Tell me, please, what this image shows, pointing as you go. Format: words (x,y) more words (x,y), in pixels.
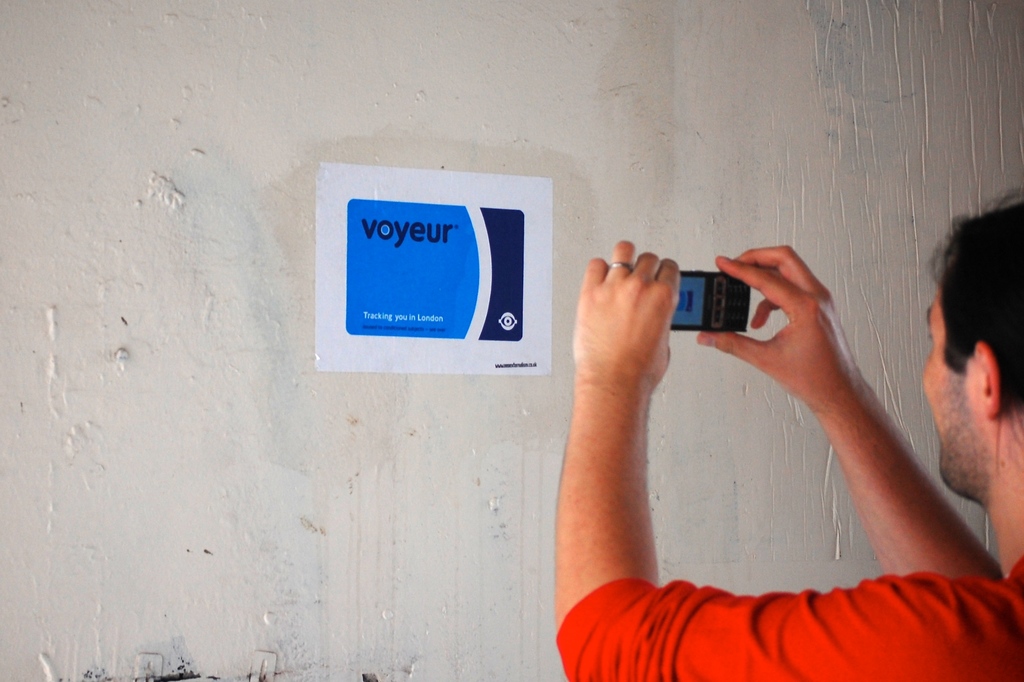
A person (990,308) is holding a mobile (682,296). Poster (432,244) is on white wall (239,144).
